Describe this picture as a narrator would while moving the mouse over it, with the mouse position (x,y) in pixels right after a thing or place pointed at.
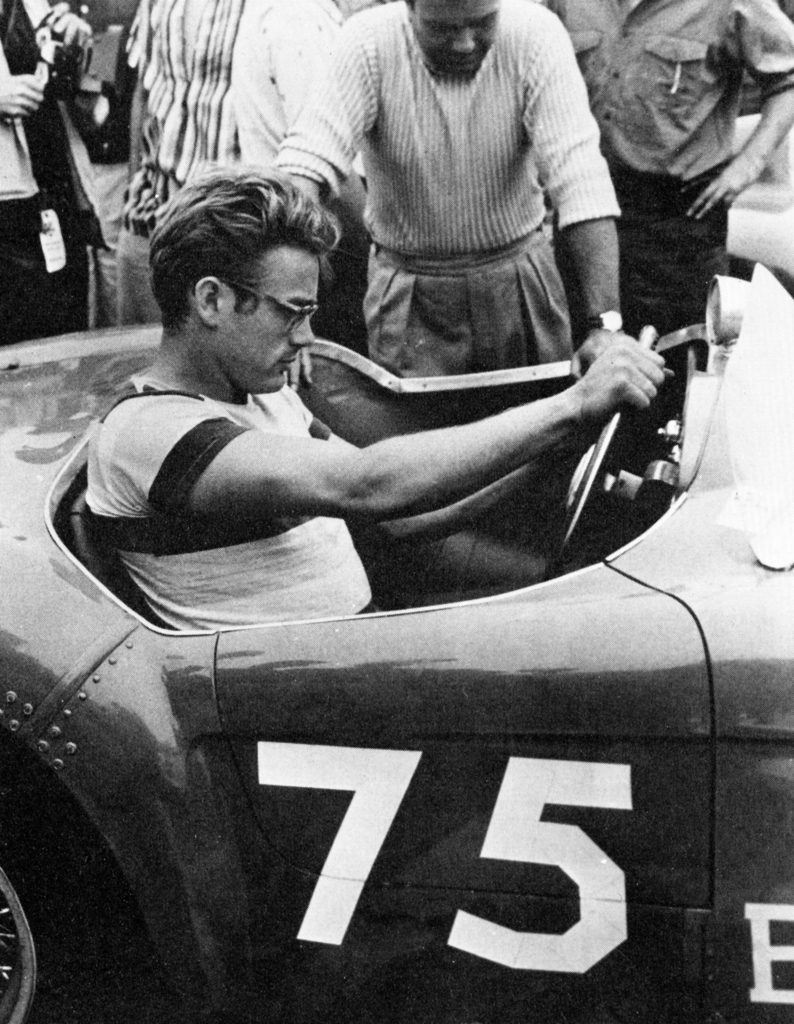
In this image in the foreground (147,695) a person (259,459) is sitting inside a car (617,615). In the background (297,48) there are many people (323,55). This person (459,110) has kept his hands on the car (453,382).
